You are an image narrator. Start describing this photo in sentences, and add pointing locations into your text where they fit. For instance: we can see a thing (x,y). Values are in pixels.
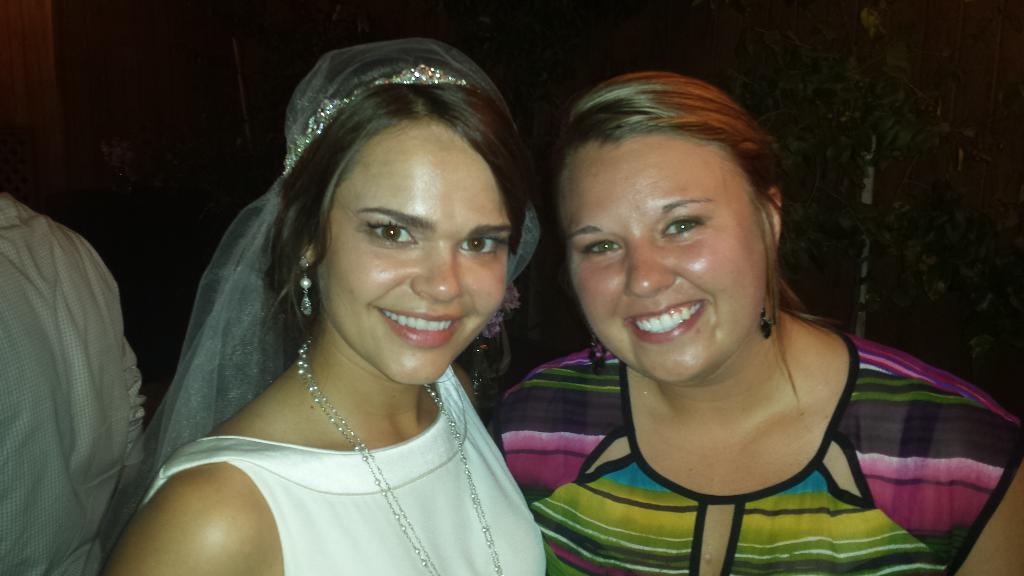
In this picture we can see two women (436,572) smiling and beside them we can see a person (21,218), leaves (845,78) and in the background (799,66) it is dark.
